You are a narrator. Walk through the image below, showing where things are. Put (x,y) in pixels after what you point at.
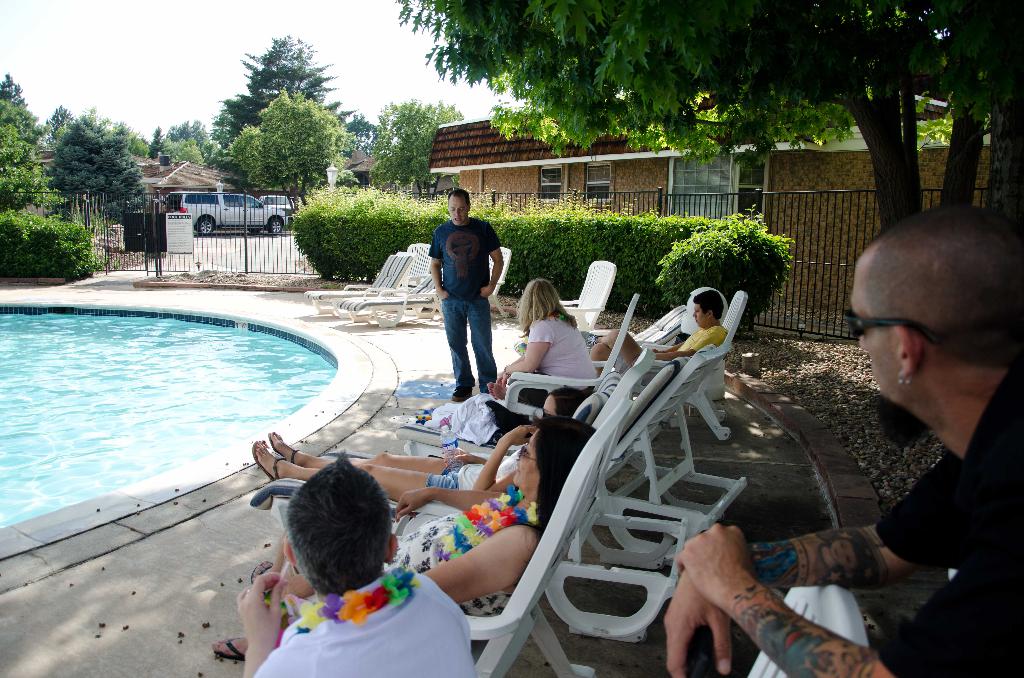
There are men (887,385) and women (573,399) sitting. These people (556,430) are enjoying the view of swimming pool (78,412). There are many trees (541,123), plants (373,238), chairs (368,295) and vehicle (220,207) around. This man (923,545) is wearing black shirt (923,543) and he is having tattoos (817,654) on his hands (804,573) he is wearing goggle (853,321) and a earring (901,383).
